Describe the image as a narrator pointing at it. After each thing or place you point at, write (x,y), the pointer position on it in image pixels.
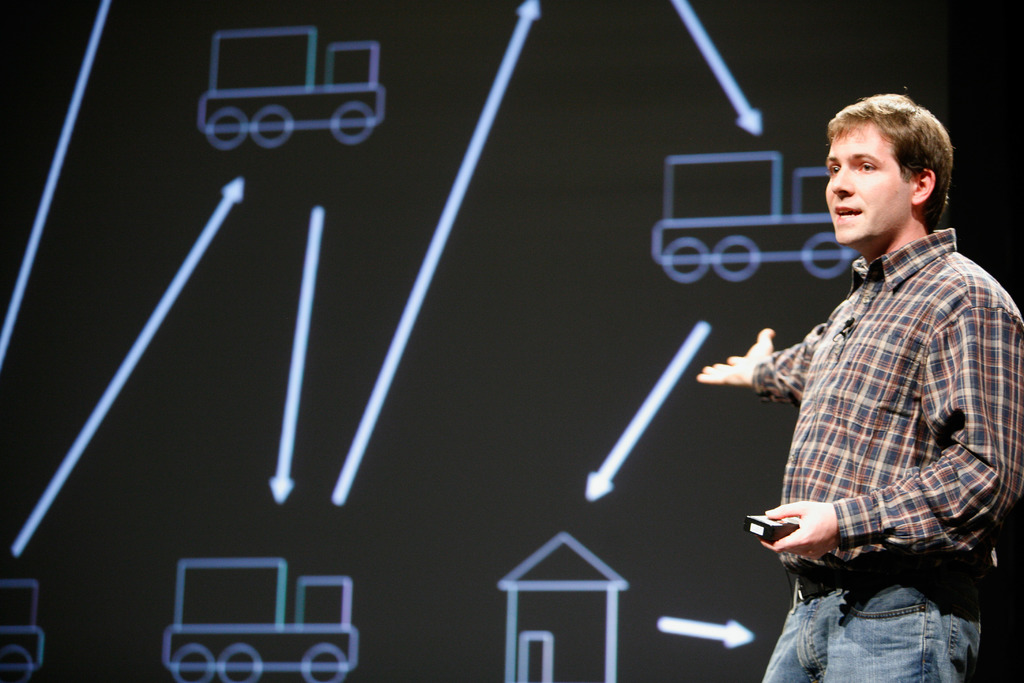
This image consists of a man (866,456) talking. He is holding an object (754,519) in his hand (766,512). In the background (296,401), it looks like a screen (388,381).
